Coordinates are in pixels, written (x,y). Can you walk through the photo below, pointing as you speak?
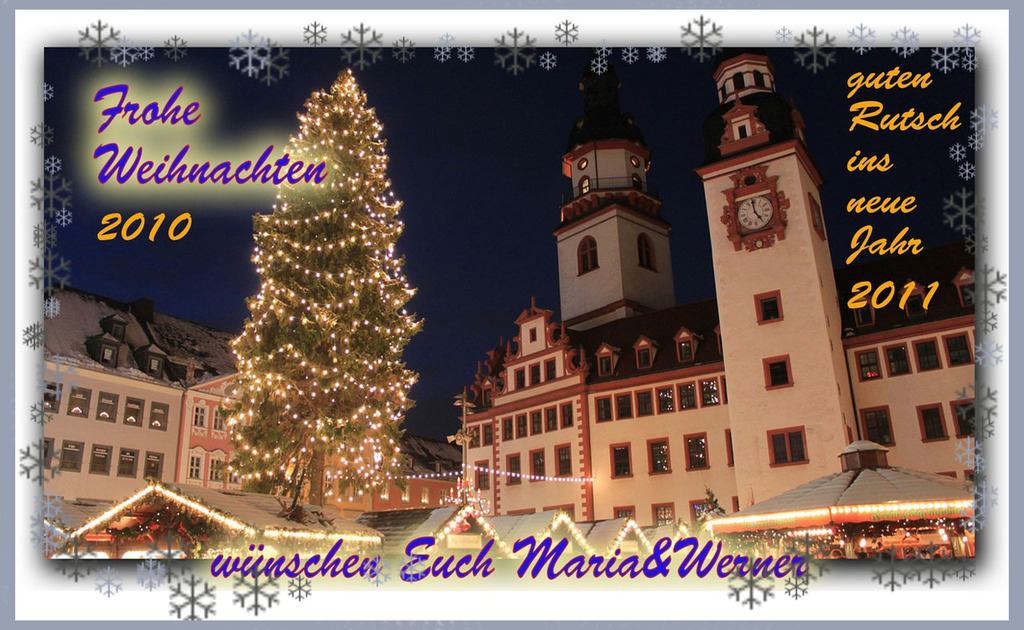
In this picture there are few buildings (500,403) and a decorated tree (338,325) and there is something written besides and below it.
